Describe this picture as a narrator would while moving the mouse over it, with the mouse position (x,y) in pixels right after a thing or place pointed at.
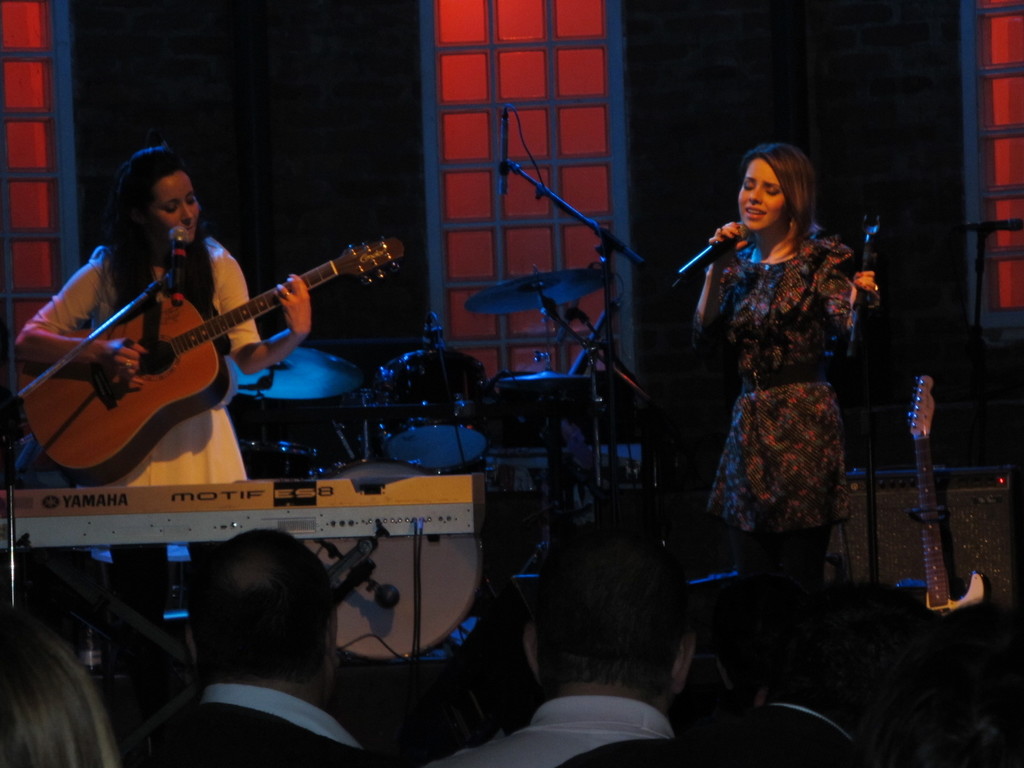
This picture describes about group of people (811,418), a woman (100,347) is playing guitar (211,398) in front of microphone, another woman (723,297) is singing with the help of microphone (728,245), in front of them we can find couple of musical instruments (482,527).
